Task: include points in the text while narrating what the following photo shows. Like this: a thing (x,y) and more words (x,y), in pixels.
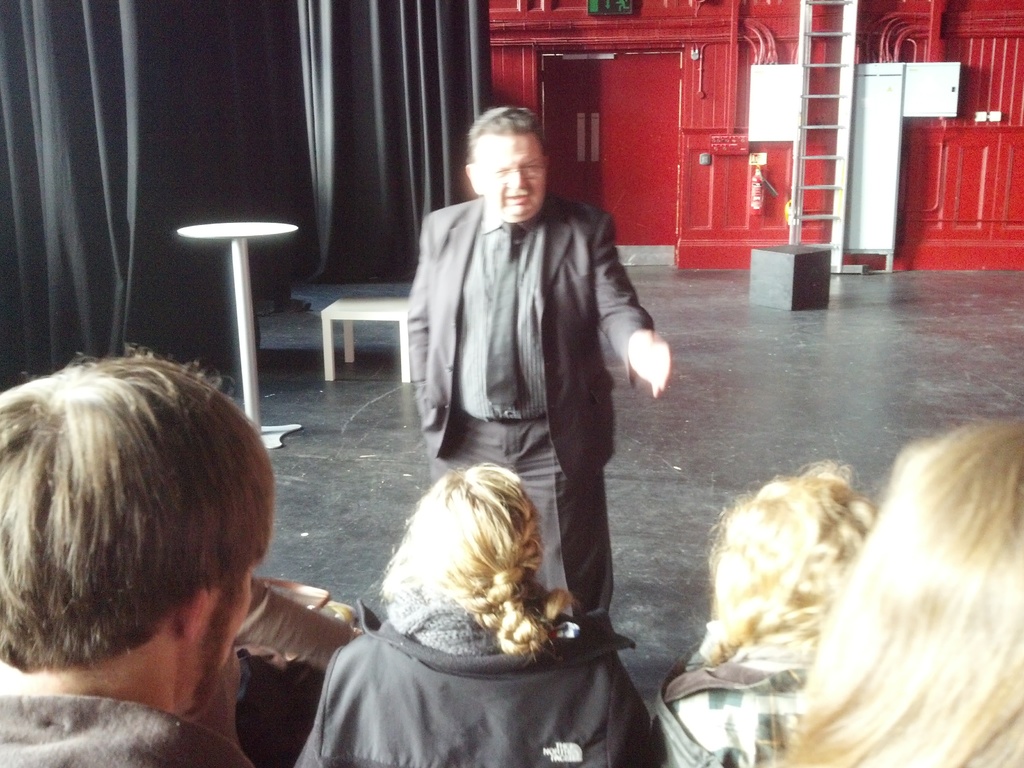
This image consists of so many persons (510,643) at the bottom (546,706). In the middle (551,445) there is a man (551,445) standing. He is wearing a blazer (428,370) and tie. There is a table (240,330) on the left side (252,371). There is a curtain (297,86) at the top (203,127). It is in black color.
